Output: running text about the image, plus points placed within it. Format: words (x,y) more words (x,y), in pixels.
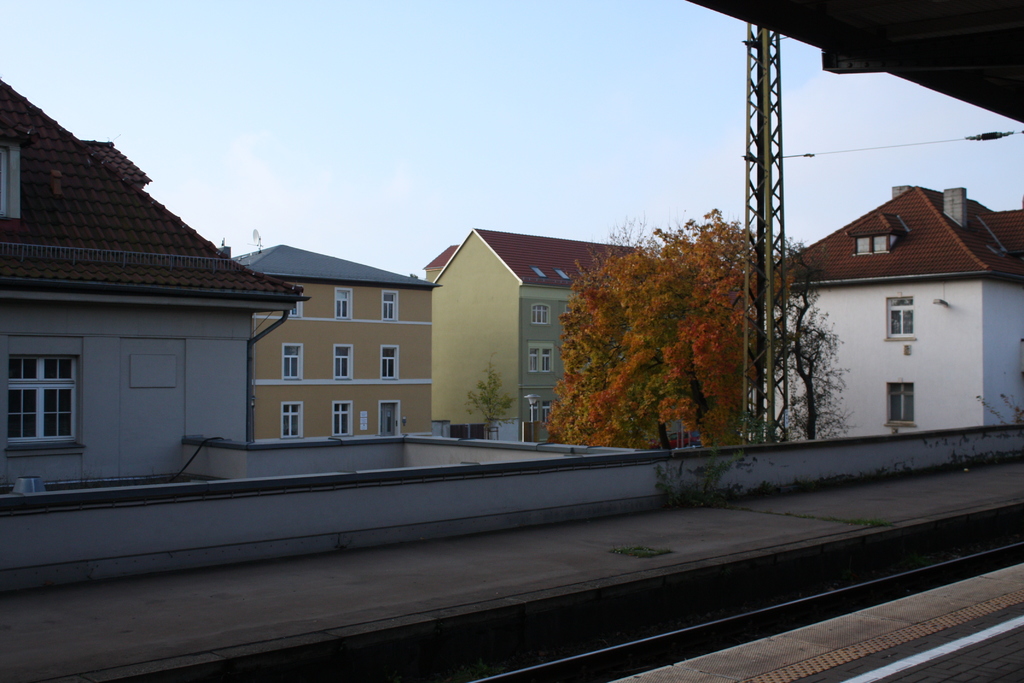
In the image there is train track (512,674) in the front (616,669) and behind it there are buildings (494,308) with a tree (710,304) in the middle (643,363) and above its sky (397,132).
